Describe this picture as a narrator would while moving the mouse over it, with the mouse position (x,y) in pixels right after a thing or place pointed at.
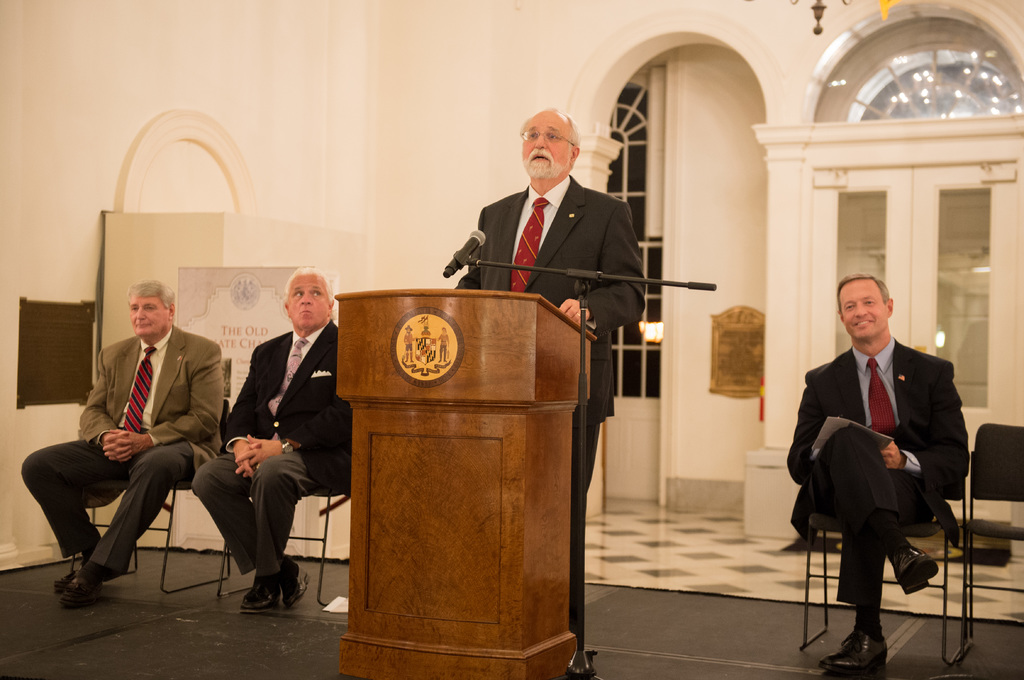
In this image we can see three people (224,504) are sitting on the chair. A man (594,223) is standing near a podium (516,324) and speaking into a microphone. There is a chair (1022,476) at the right side of the image (1008,536). There is a banner (279,297) and an object (221,241) behind two persons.
